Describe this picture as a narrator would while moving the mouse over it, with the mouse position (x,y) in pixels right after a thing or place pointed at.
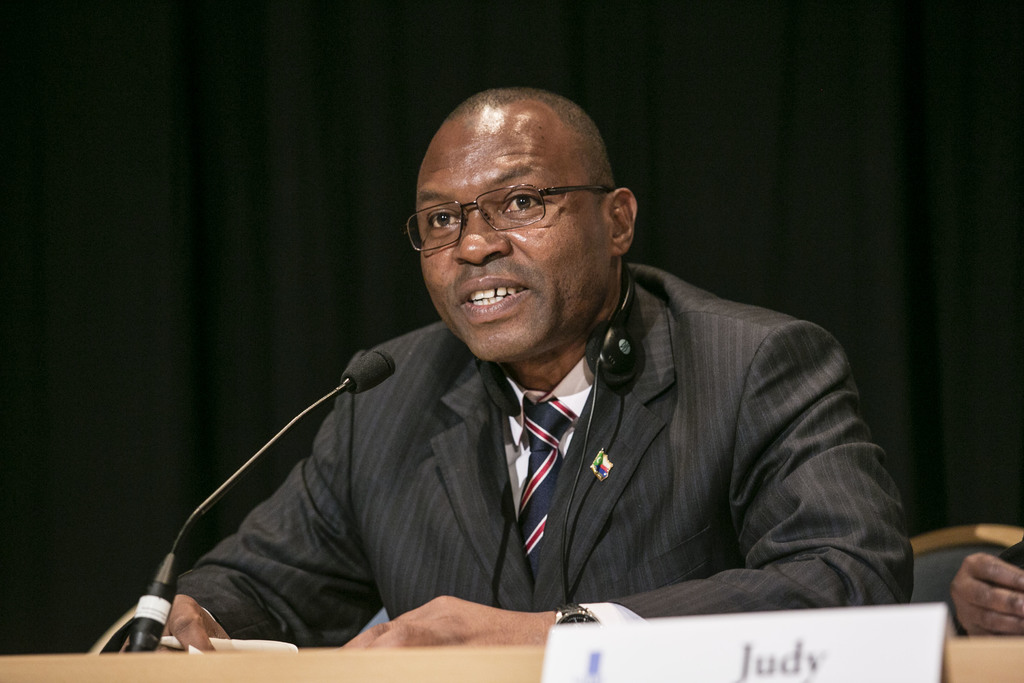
Here in this picture we can see a person (420,507) sitting on a chair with table (313,649) in front of him, speaking something in the microphone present in front of him and he is wearing a suit (405,452) and we can see headset (608,357) on his neck (565,367) and we can see spectacles (504,216) on him and we can see name board (710,620) present on the table (59,663) over there.
